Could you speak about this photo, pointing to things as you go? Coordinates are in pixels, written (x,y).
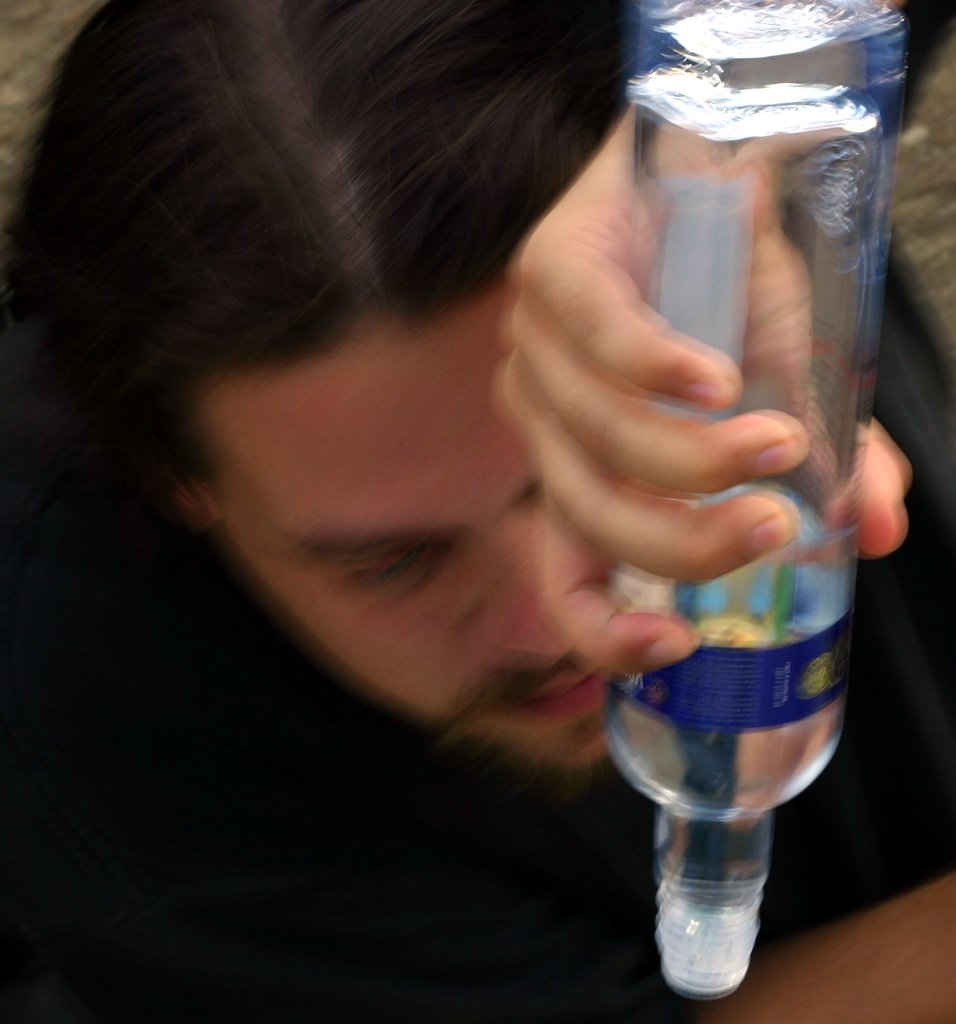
In this picture we can see a man (588,439) is holding bottle (794,351) in his hand (716,558).
